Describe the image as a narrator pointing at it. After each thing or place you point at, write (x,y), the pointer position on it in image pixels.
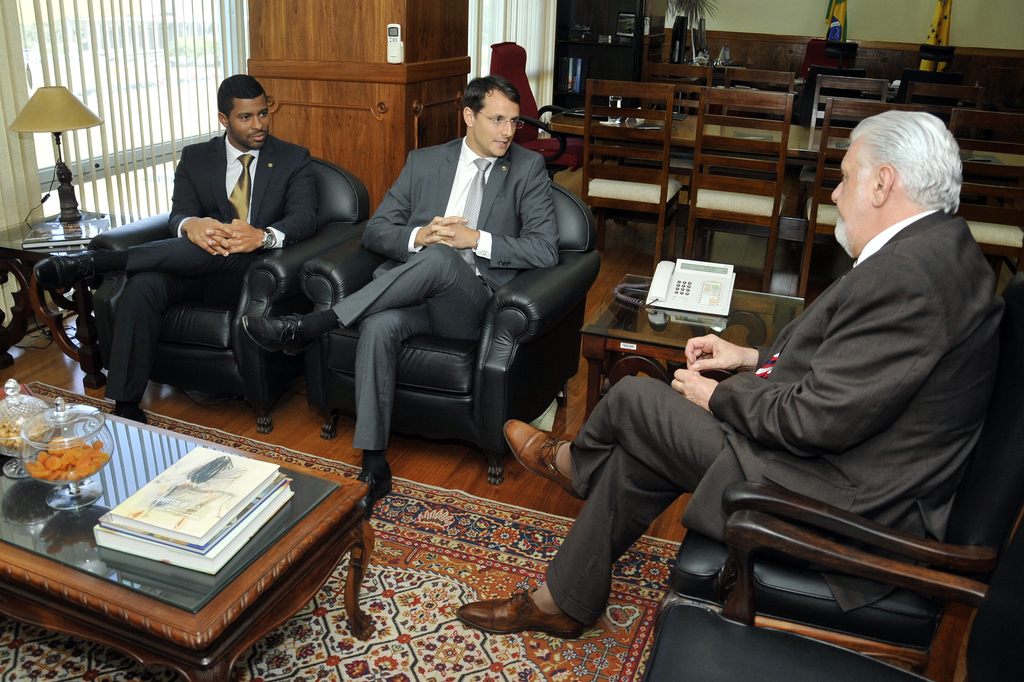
There is a room (563,222). There are three people (535,202) sitting in a room (88,587). There is a table (88,587). There is a biscuits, food items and papers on a table (148,560). There is a lamp (73,214) on a another table (86,213). we can see in the background (118,221) there is a dining table (811,148), telephone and window (118,221).
